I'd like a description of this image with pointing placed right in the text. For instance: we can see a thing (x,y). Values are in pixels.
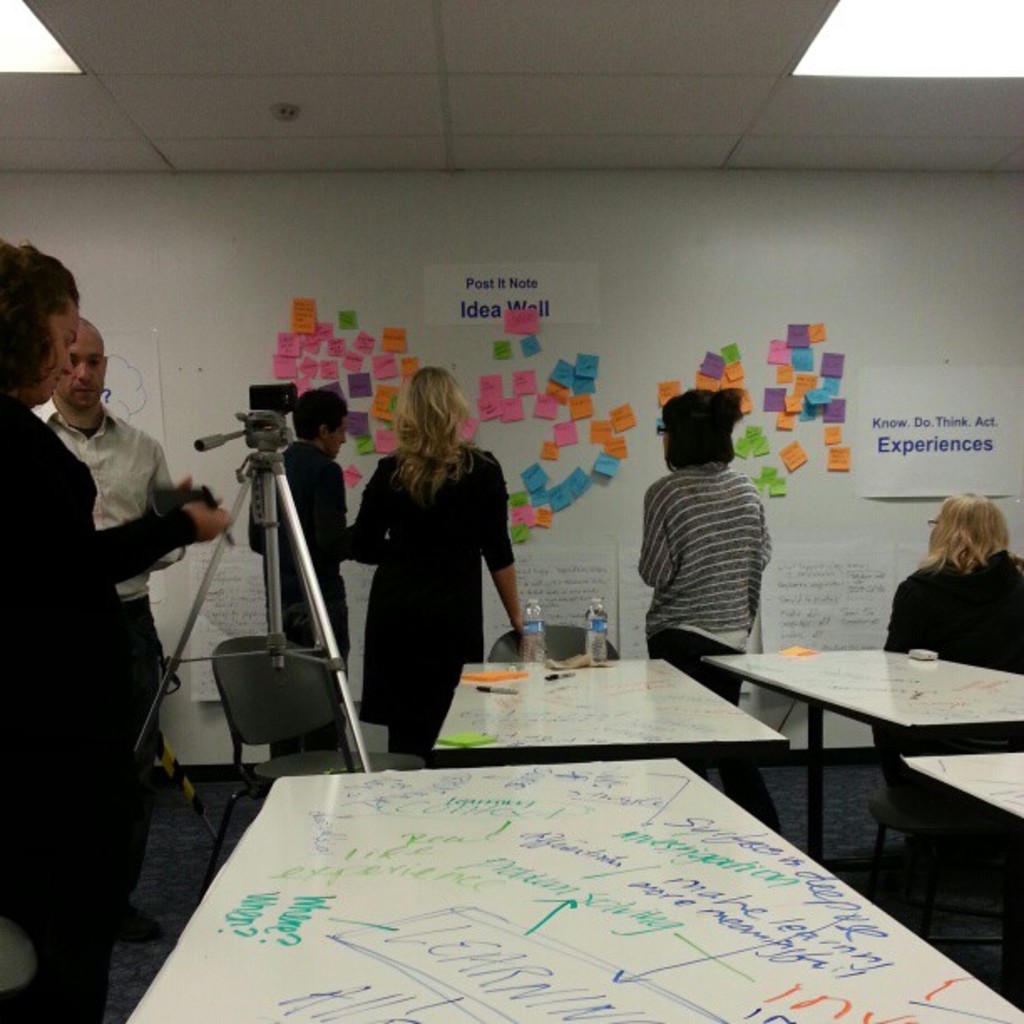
In this image i can see few persons (120,516) standing and a person (975,629) sitting on the chair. In the background (347,333) i can see the wall (209,276), the ceiling (429,96) and few sticky notes (535,401) attached to the wall (764,378). I can see few tables (618,733) on which i can see few bottles (535,659), few papers (459,739) and few pens (567,675). I can see a camera stand (259,462) and a camera (283,389) attached to it.
